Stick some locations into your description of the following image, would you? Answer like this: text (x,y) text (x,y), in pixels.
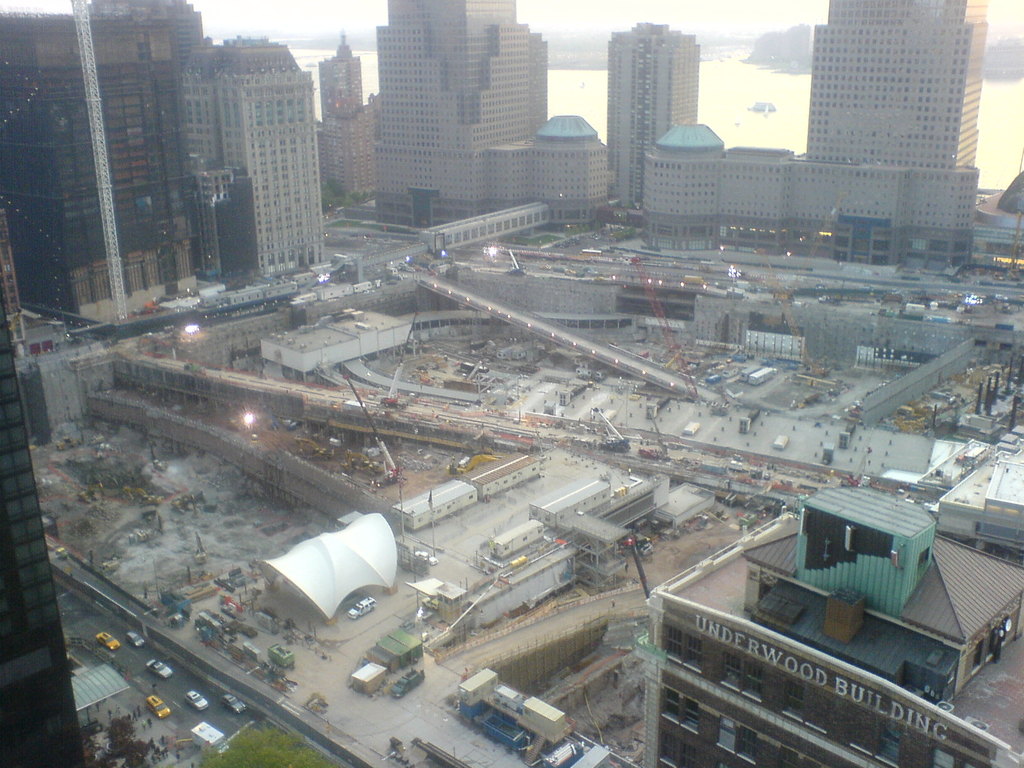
In this image we can see a group of buildings (919,118) with windows (641,114). In the center of the image (396,381) we can see some cranes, sheds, containers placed on the ground (334,655), we can also see some lights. In the right side of the image (718,620) we can see a signboard (943,726) with some text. In the bottom left corner of this image (228,703) we can see group of vehicles (205,700) parked on the road (195,718) and a group of trees (258,757). At the top of the image (741,13) we can see the sky (738,1).
